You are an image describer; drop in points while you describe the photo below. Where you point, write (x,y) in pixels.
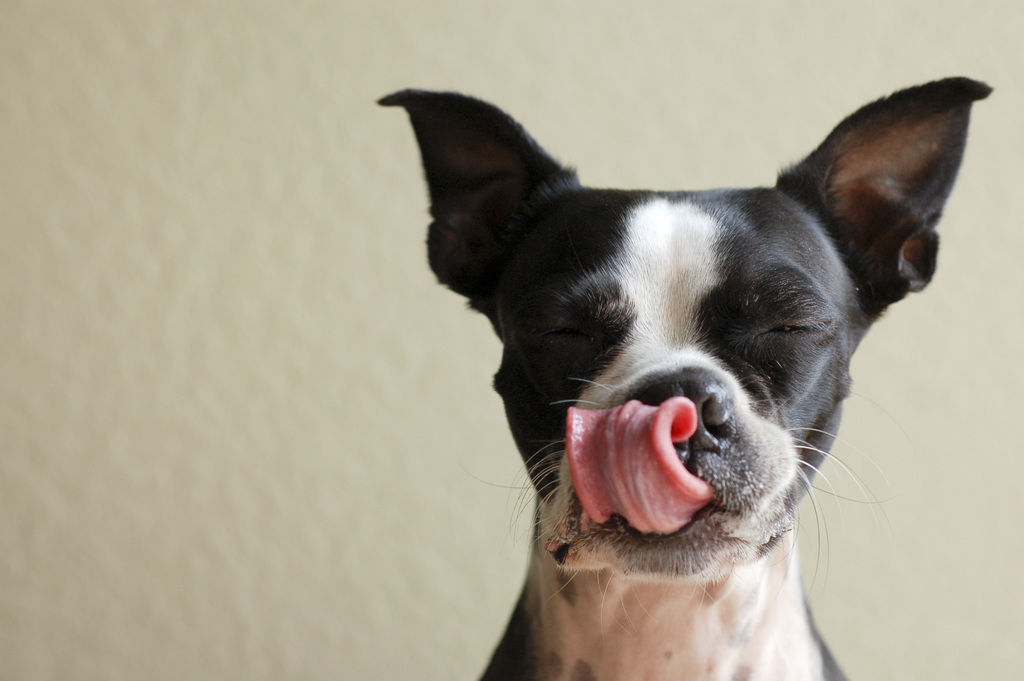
In this picture we can see a dog (572,520) licking its nose (685,457). Background (120,281) is white in color.
